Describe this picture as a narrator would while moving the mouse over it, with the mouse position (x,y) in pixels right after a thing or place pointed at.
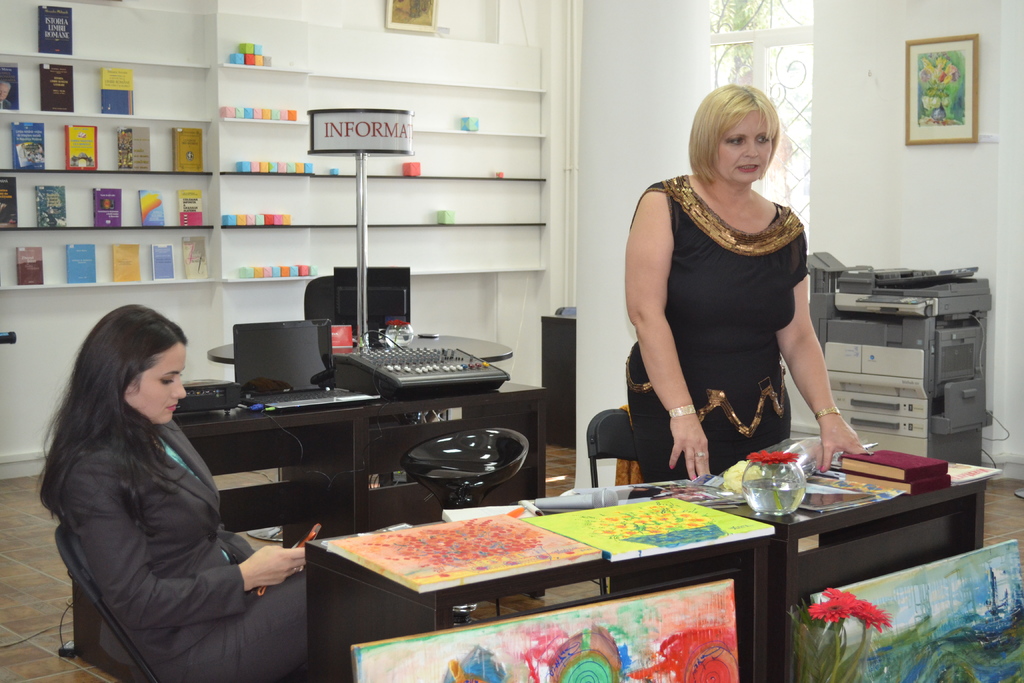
in this picture we can see two women (232,538), one woman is standing and other is sitting, we can also see table (853,533), there are different items (594,618) present, we can see the shelf (180,121) attached to the wall (161,134), in the shelf (135,120) we can see number of books (71,42).
